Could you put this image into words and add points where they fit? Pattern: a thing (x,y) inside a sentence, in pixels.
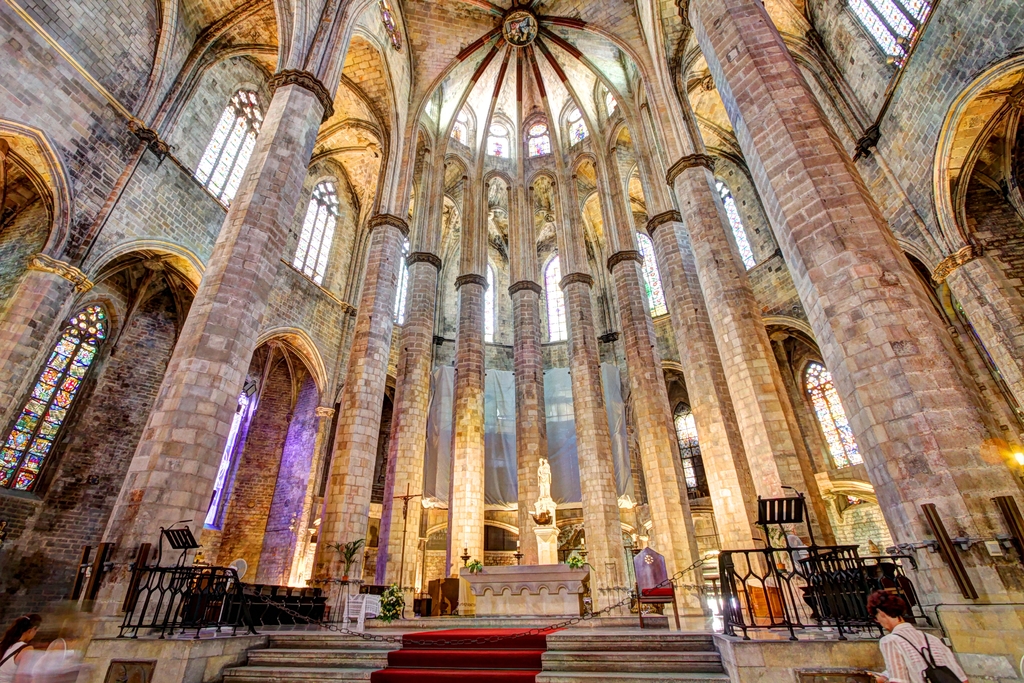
There are some pillars (809,151) in the middle of the image (635,317). There are steps (348,651) at the bottom of the image (335,646). There is a person (19,644) in the bottom left (57,669) and in the bottom right of the image (903,630).
